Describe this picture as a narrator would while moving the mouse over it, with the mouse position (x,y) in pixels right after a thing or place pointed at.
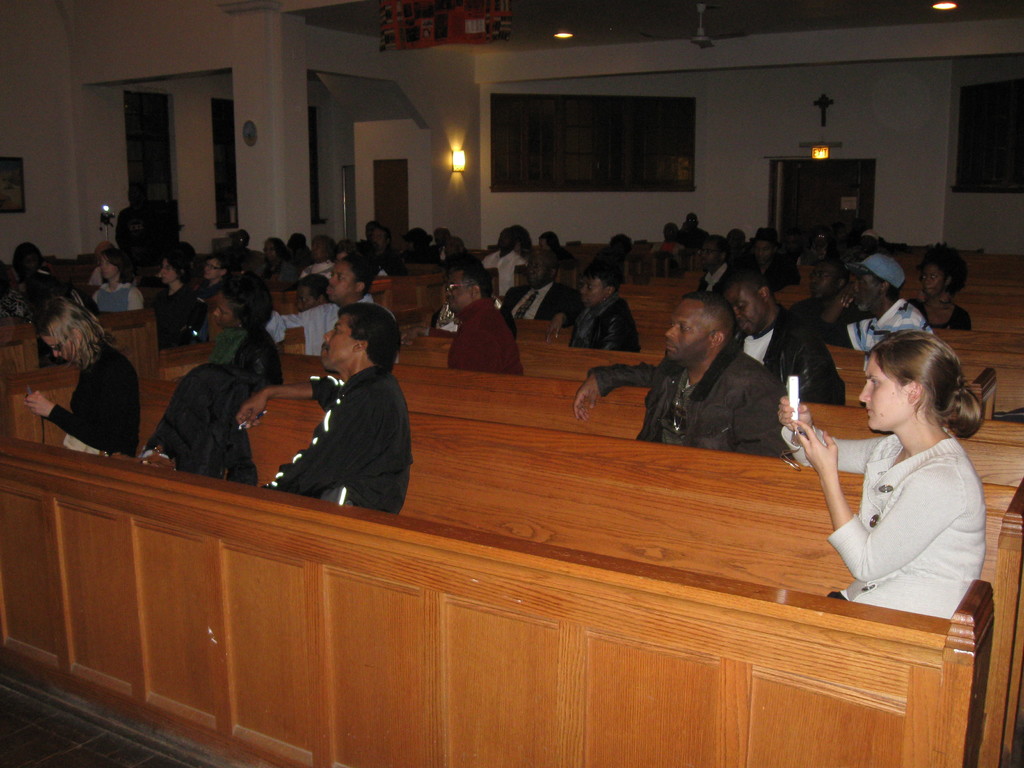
In this image there are group of persons (752,407) sitting and in the background (633,160) there are frames (643,155) on the wall (473,143) and there are lights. In the front (899,491) on the right side (896,519) there is a woman (895,522) sitting and holding a mobile phone (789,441) in her hand (805,418).
